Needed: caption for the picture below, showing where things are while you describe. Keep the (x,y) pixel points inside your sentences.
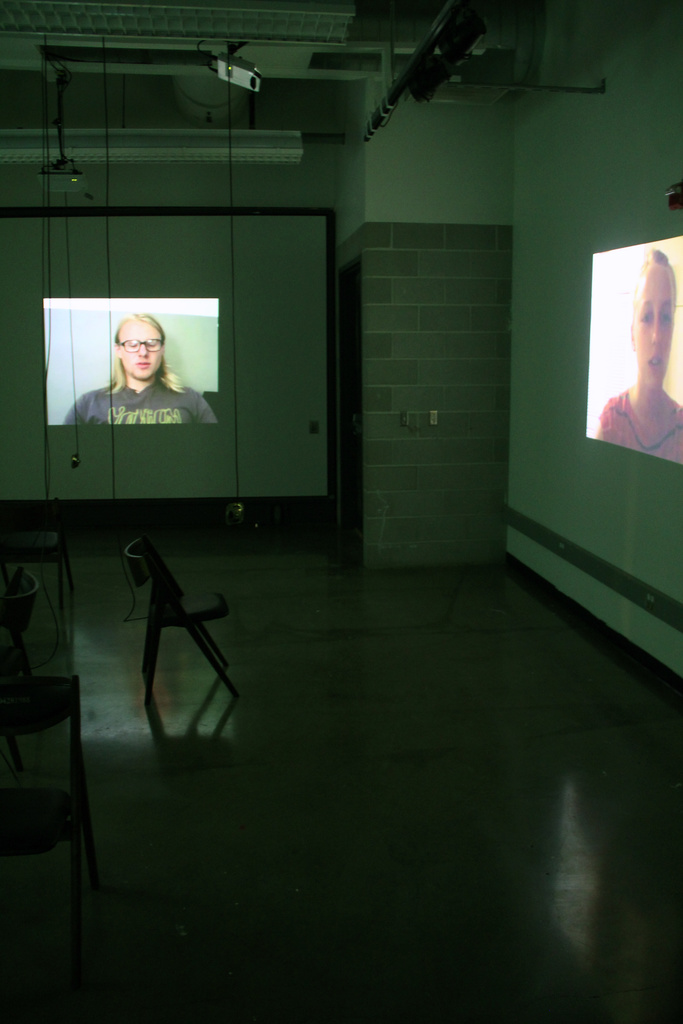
In this image there are chairs (48,546). At the bottom of the image (366,879) there is a floor (463,869). On both right and center of the image (269,342) there are screens (93,354). There is a wall (497,210). On top of the image (438,65) there are few objects (438,56).
